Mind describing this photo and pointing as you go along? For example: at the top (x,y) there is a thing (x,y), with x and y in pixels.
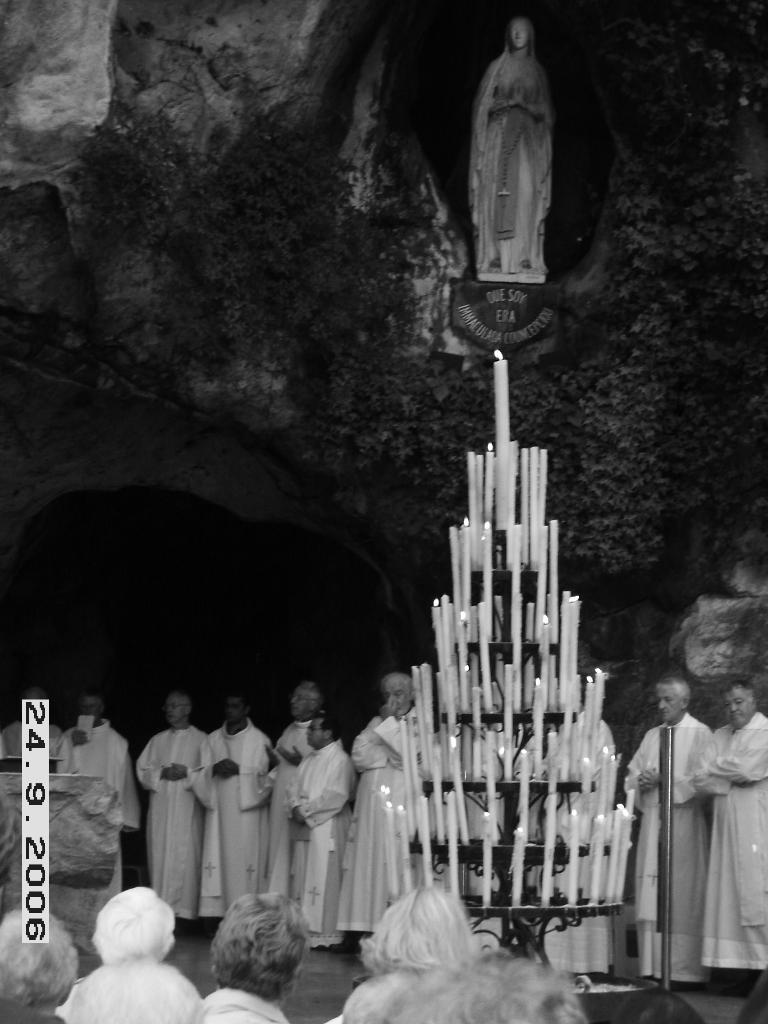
In this image I can see group of people (756,959) standing, in front (596,756) I can see few candles (586,766). Background I can see a statue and the image is in black and white.
